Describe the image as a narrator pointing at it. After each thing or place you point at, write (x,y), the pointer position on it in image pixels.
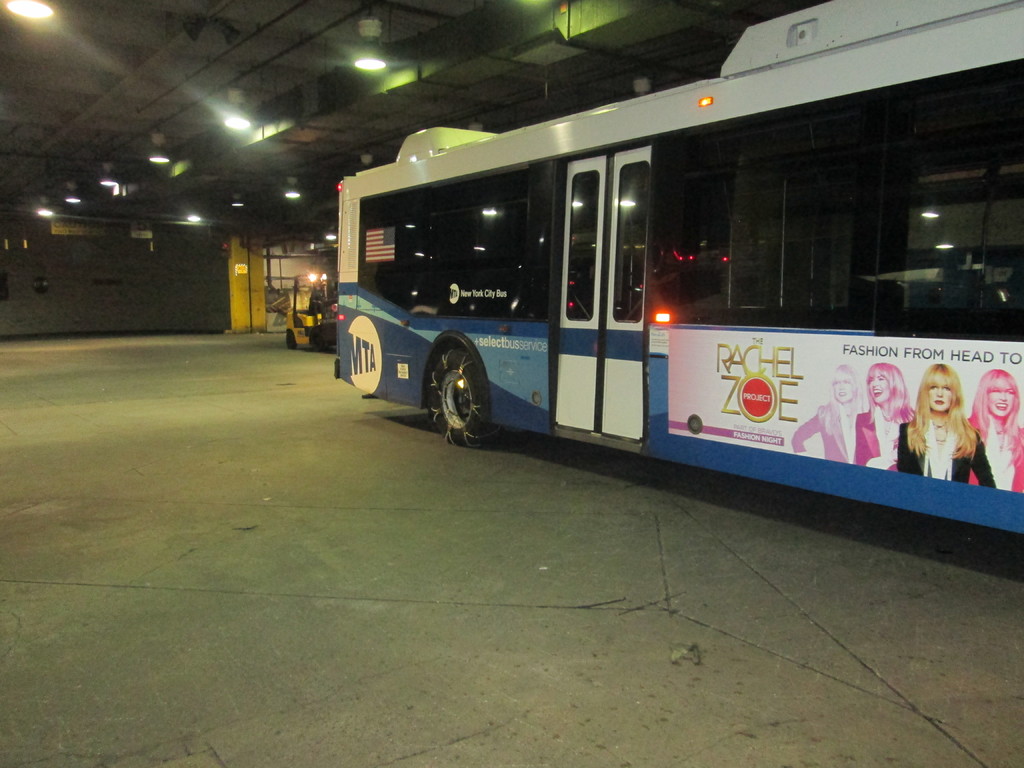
In the picture there is a bus (635,234) and behind the bus (341,311) there is another vehicle (306,317), they are kept inside compartment (39,170) and to the roof (154,128) there are a lot of lights (169,161).
